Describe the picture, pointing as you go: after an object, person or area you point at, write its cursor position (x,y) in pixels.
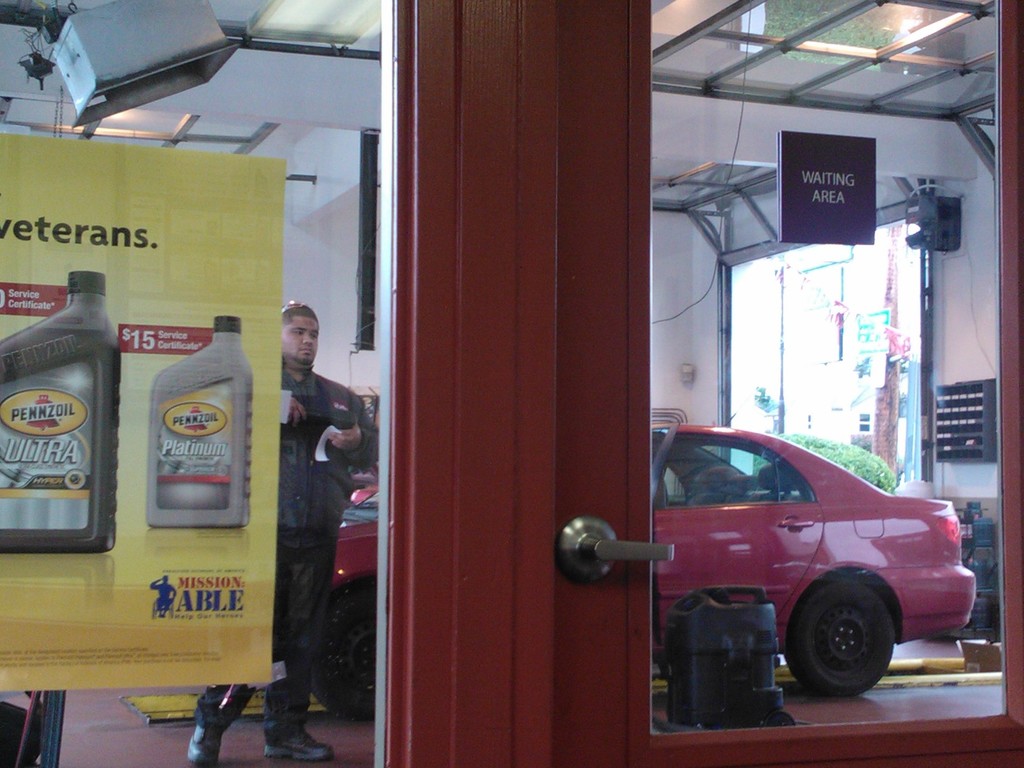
In this picture we can see posters (816,198) and glass door (711,685). There is a person (300,594) standing and we can see car (907,611) on the floor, box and objects (80,105). In the background of the image (171,99) we can see wall (321,239), leaves (852,461) and objects (907,436).
